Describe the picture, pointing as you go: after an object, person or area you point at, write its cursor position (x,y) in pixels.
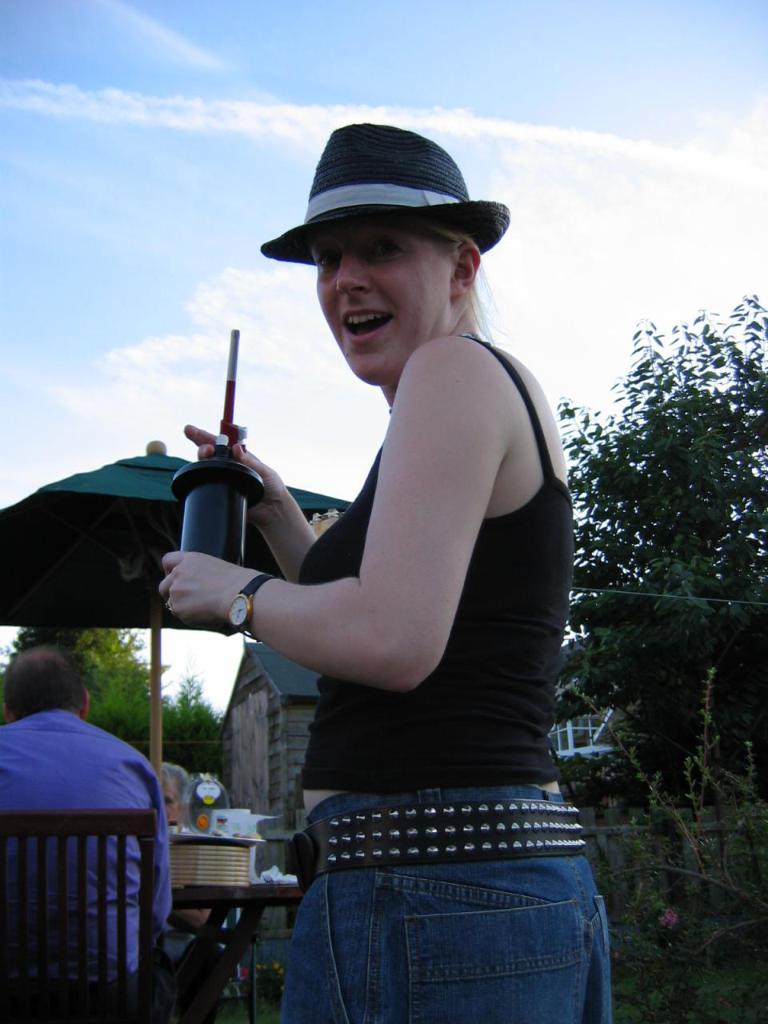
This is the woman (428,615) standing and holding a black color object (218,503) in her hands (272,492). She wore a hat (343,205), black top (510,649), trouser (482,971), belt (359,854) and a wrist watch (246,586). I can see a person (88,802) sitting on the chair (99,836). This looks like a table (276,884) with few objects (244,839) on it. I think this is the patio umbrella (141,538). In the background (239,716), I can see a wooden shelter (246,712), trees (661,709) and plants (710,725).
